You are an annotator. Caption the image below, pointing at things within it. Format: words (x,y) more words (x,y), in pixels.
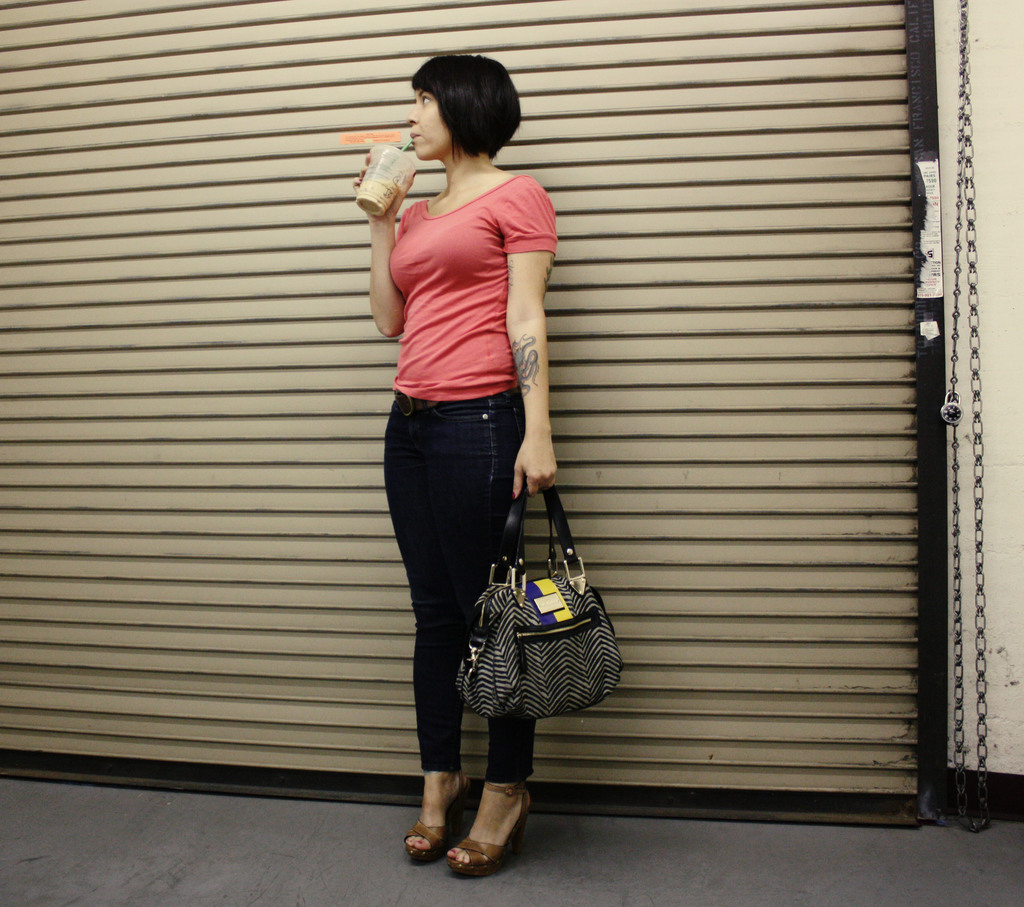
This woman (500,176) is standing and holding a glass (370,161) and bag (538,613).
